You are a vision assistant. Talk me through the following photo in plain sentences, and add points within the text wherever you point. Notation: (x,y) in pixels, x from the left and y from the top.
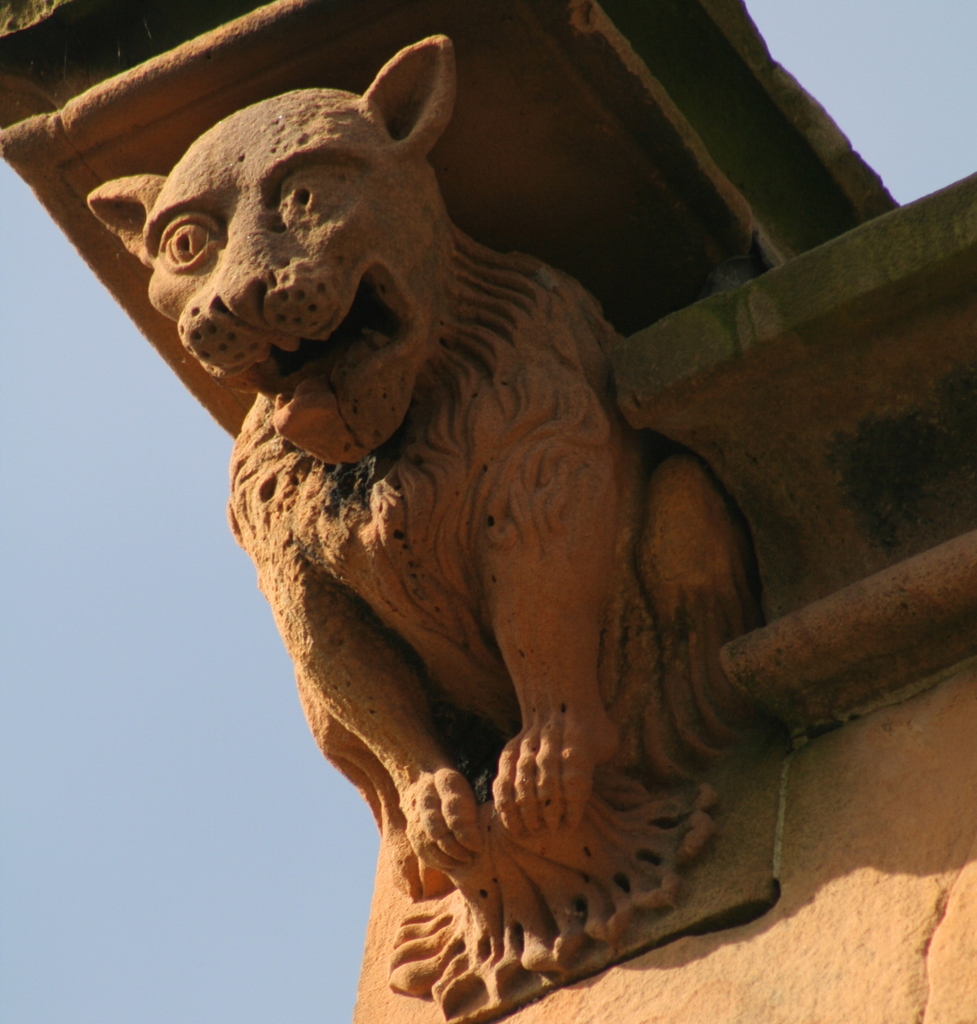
In this image I can see the statue (293,117) of an animal (241,114), background (231,888) the sky (122,534) is in blue color.
